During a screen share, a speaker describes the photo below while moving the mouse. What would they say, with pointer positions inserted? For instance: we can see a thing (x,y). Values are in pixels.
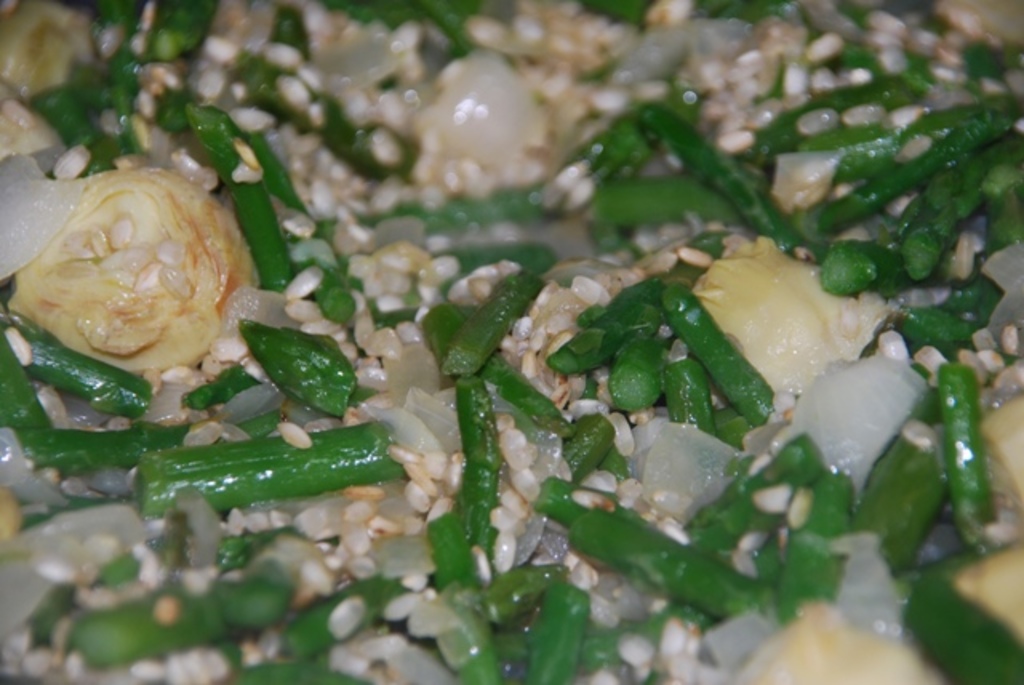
In this picture I can observe food (462,480) in the middle of the picture (497,358). The food (134,309) is in cream and green color.
